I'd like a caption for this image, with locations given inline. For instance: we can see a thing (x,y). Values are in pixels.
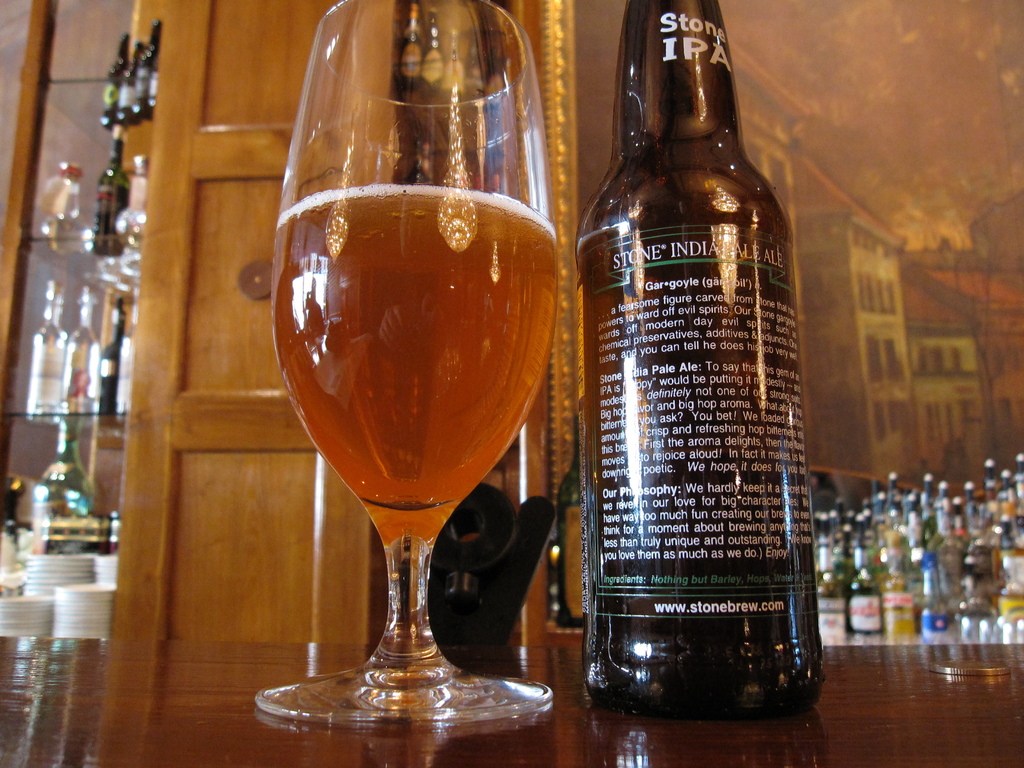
There is a bottle (677,371) and a glass (387,372) with some drink (370,392) in it placed on the table (297,662) side by side. In the background (867,592) there are some bottles (905,547) and a wall (813,377) here along with the door (204,269).
